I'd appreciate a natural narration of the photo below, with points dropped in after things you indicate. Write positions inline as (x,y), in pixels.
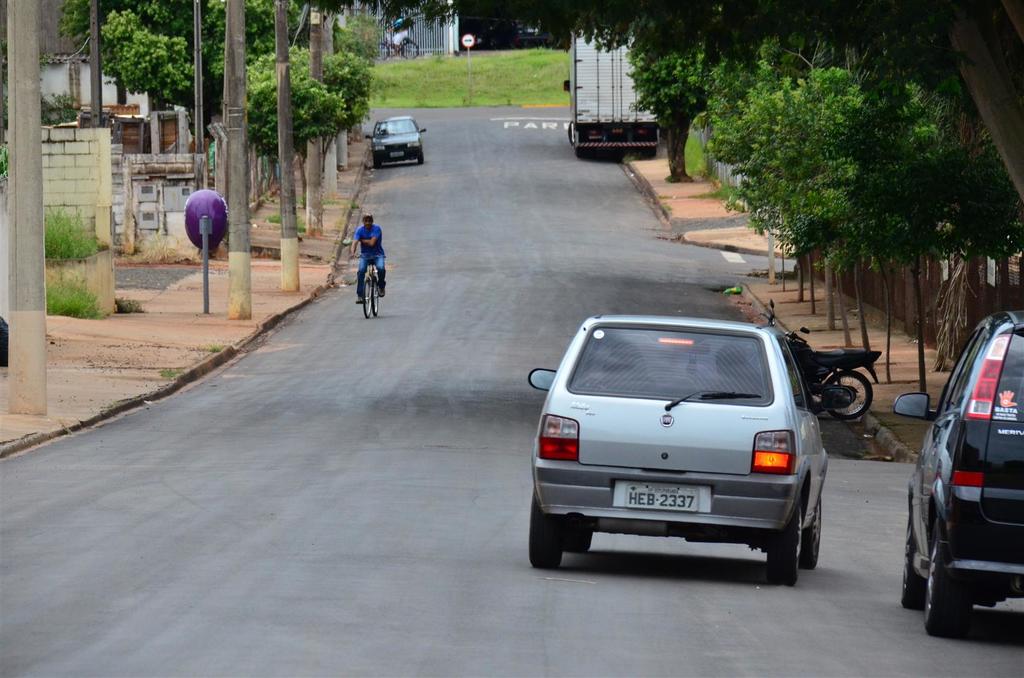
In this image I see the road (475,492) on which there are few vehicles (799,495) and I see a man (383,275) on this cycle (371,297) and I see number of trees (771,177) and I see the grass (80,237) and I see a house (42,83) over here and I see a sign board (465,47) over here.
